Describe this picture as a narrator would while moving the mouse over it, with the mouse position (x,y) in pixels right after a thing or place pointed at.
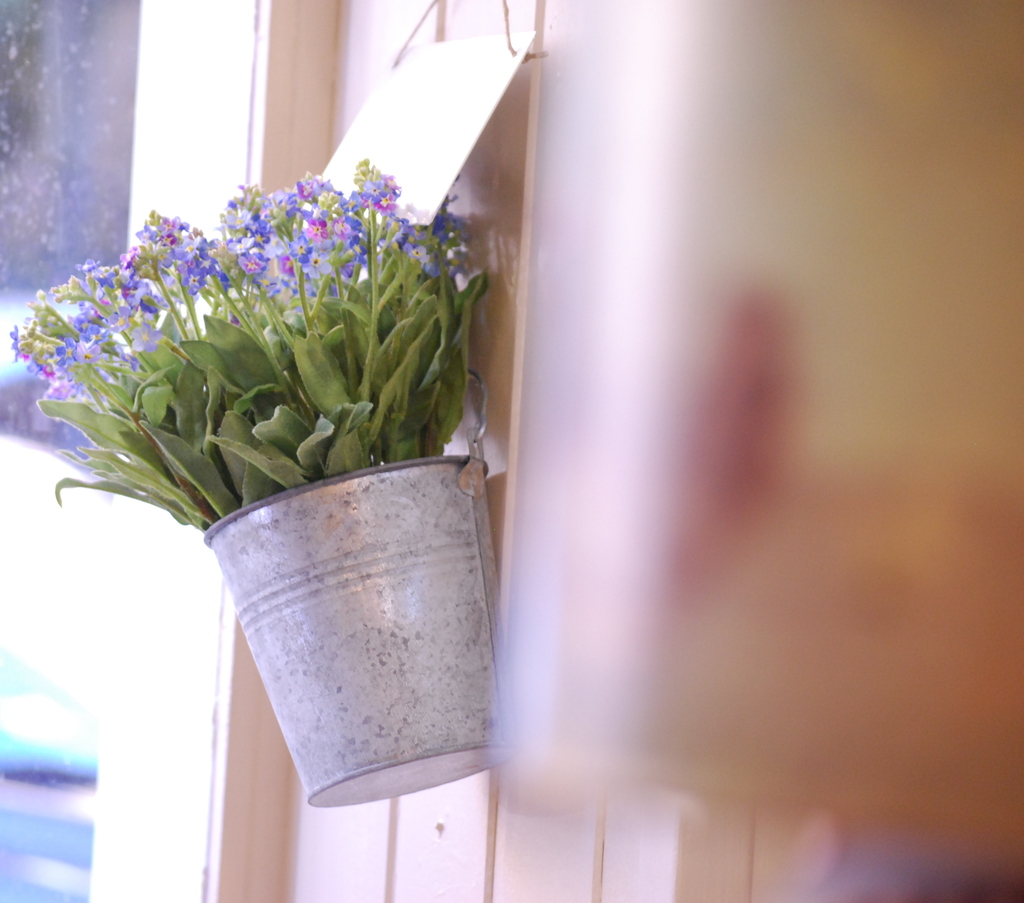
In this picture we can see some flowers (327,216) and leaves (279,394) here, there is a bucket (331,585) hanging to the wall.
